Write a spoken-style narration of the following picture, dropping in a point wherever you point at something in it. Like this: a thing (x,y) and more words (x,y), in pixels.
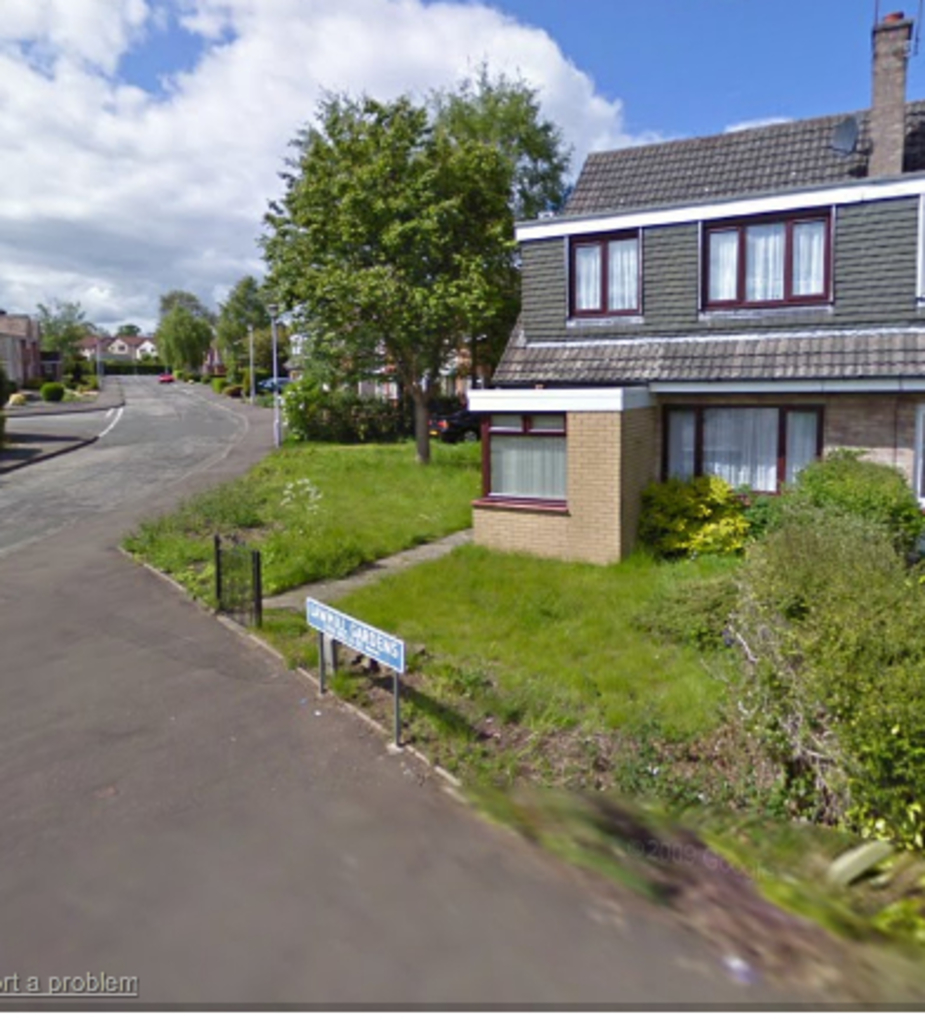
In the image there is a road (126,475) on the left side (157,626) with buildings (30,365) on either side of it with trees (404,363) in front of it on the grassland (535,569) and above it sky (655,70) with clouds (202,84).
